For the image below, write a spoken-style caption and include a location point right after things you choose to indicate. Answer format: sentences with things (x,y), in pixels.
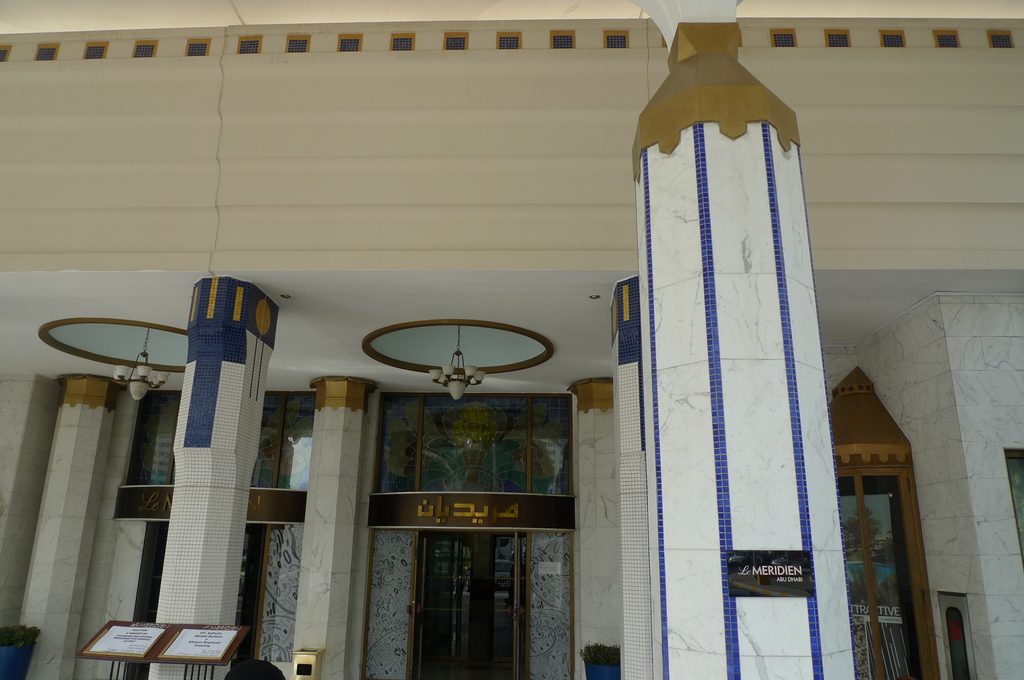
In this image we can see pillars (686,586), door (522,588), lights (461,385), windows (877,528) and wall (398,247).
